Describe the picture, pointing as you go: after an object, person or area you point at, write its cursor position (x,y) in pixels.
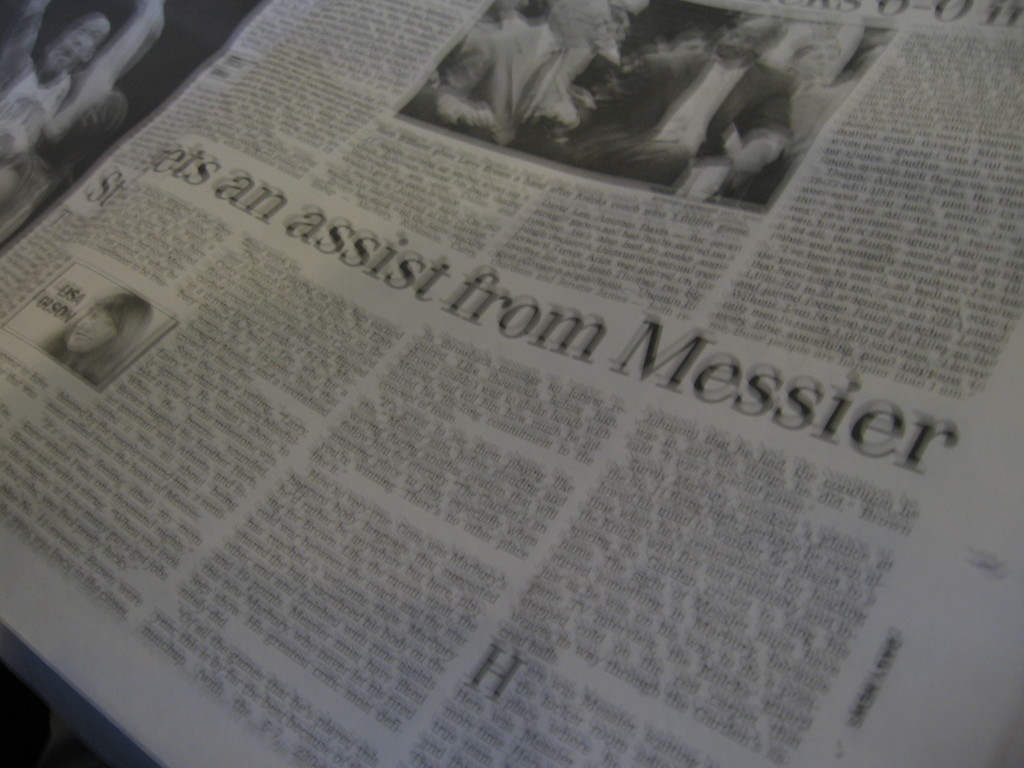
Here in this picture we can see a newspaper (968,52) present and we can see some photos (661,82) and text (600,250) on it over there.
